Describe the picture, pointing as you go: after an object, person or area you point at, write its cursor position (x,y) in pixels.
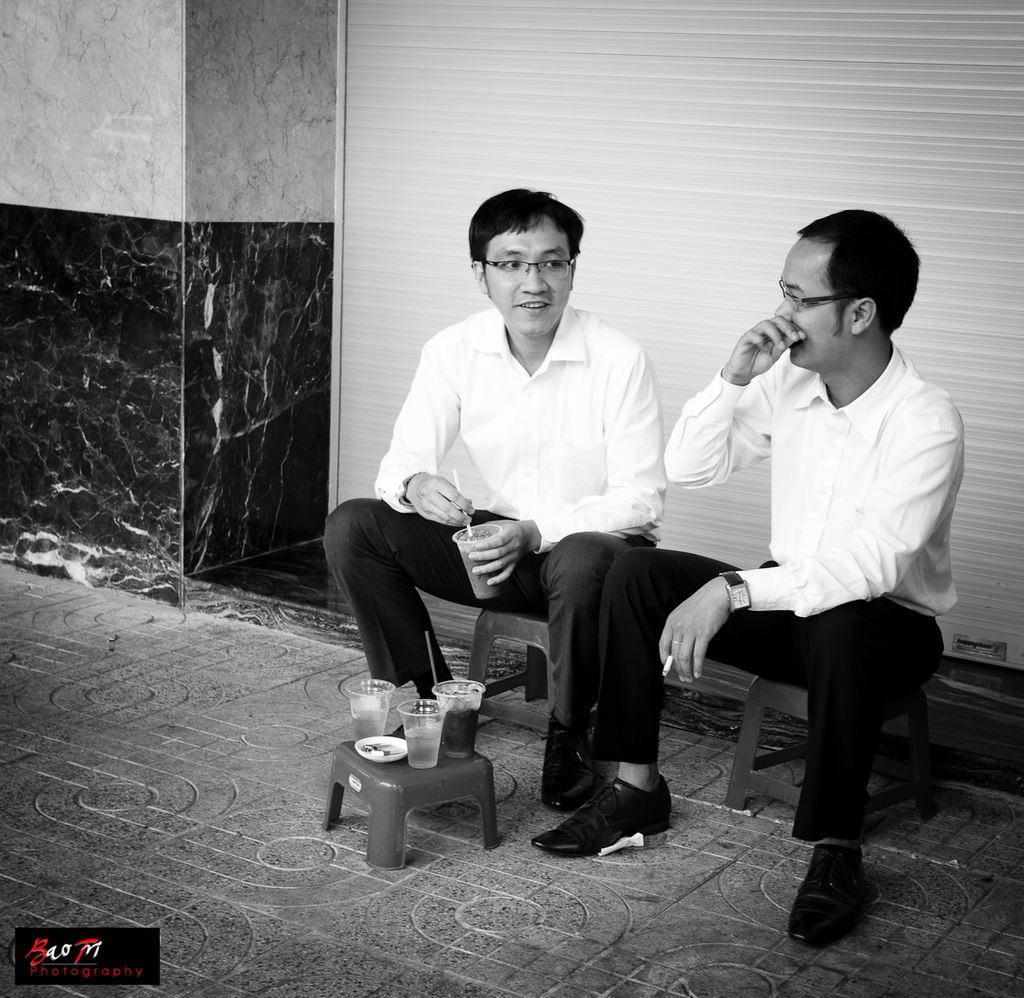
In this image I see 2 men (629,679) who are sitting on stools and this guy (535,473) is holding a glass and this guy (756,606) is holding a cigarette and I can also see a stool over here on which there are glasses (448,694) and a small plate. In the background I see the shutter (1010,78) and the wall (312,43).
